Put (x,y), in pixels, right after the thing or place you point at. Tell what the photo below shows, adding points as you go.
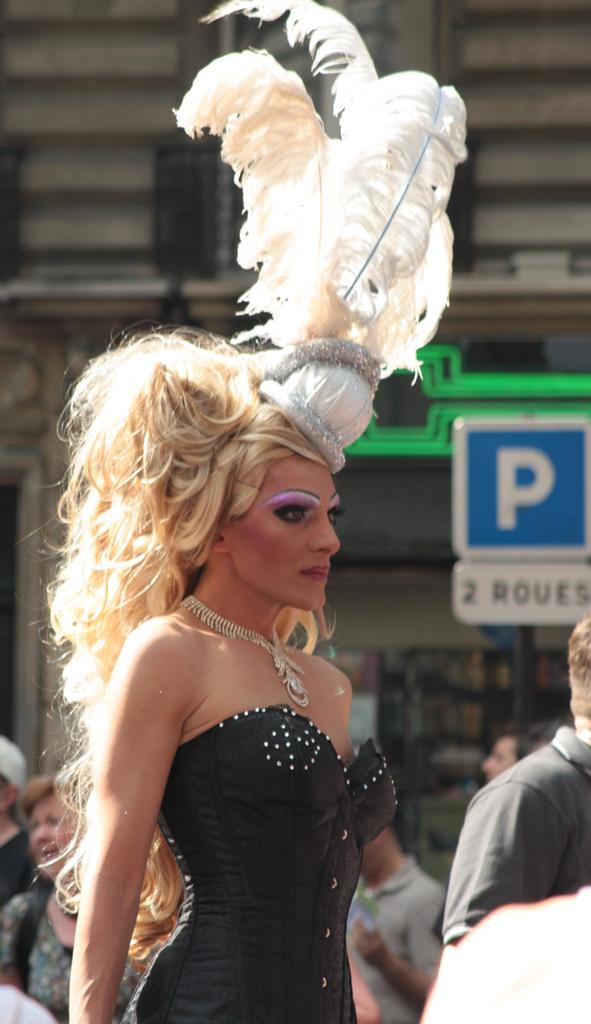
Here I can see a woman (202,563) wearing a costume (204,911) and standing facing towards the right side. At the back of her there are many people (55,910) standing. In the background (495,347) I can see a part of a building (516,313). On the right side (515,561) there is a board (497,518) on which I can see some text (502,595).
